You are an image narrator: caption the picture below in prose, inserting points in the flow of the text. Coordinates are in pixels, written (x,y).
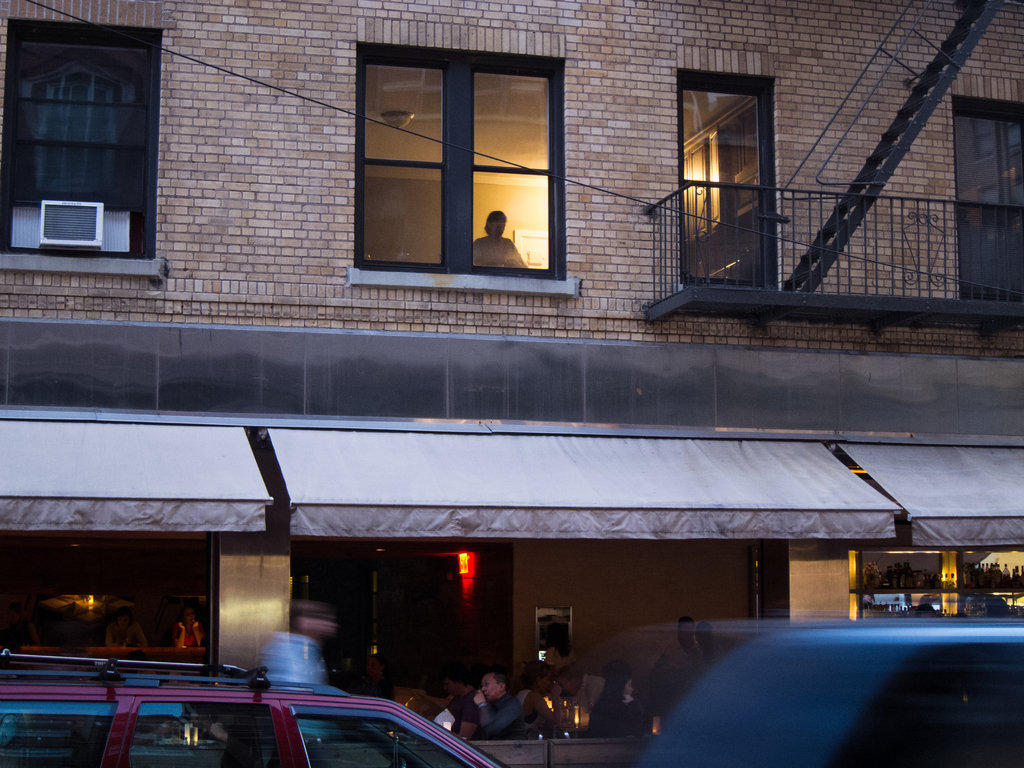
In this image there are cars (657,747), behind the cars (412,765) there is a building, in that building (475,547) few people (543,699) sitting on chairs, on top of the building (147,265) there are windows (365,234).
